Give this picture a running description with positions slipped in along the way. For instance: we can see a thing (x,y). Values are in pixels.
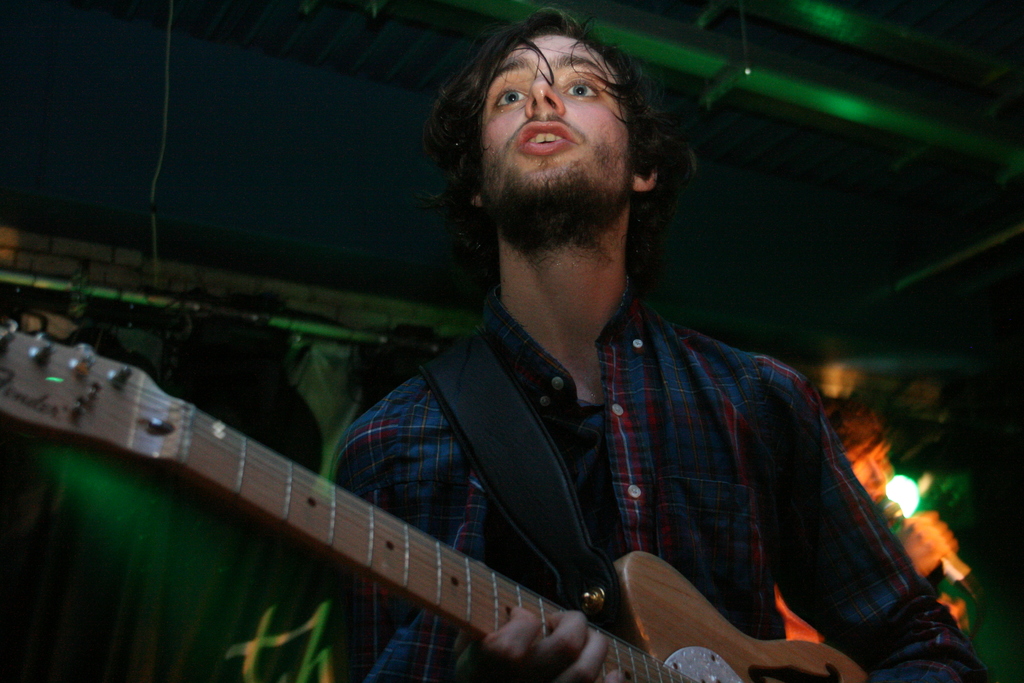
In this image there is a man (363,596) playing a guitar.
